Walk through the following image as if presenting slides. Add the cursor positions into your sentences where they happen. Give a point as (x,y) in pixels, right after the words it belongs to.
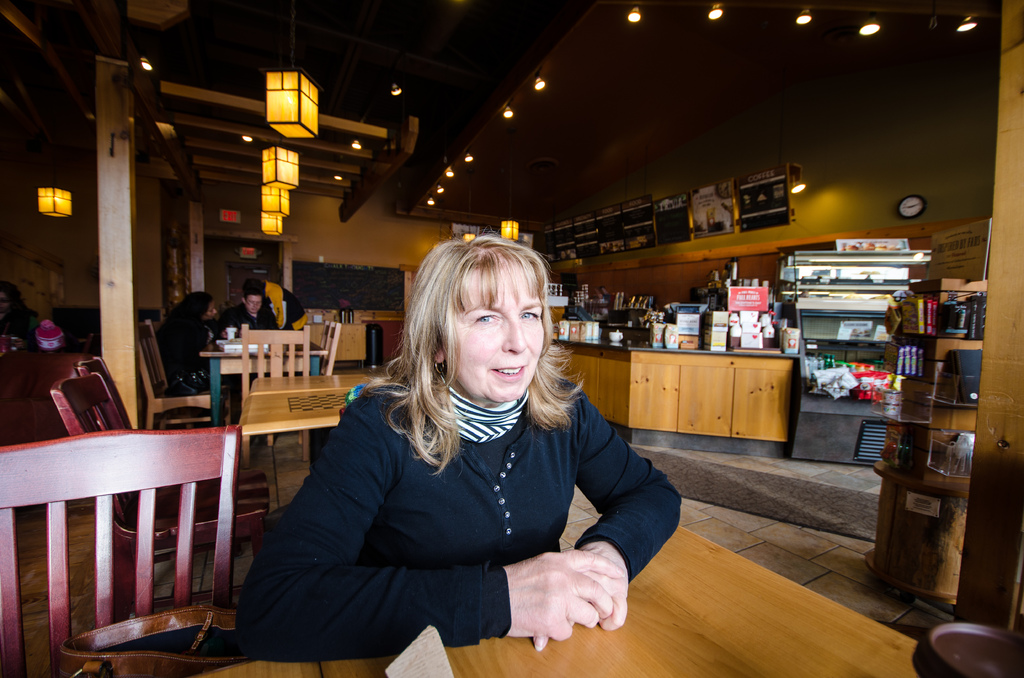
This is an indoor picture. At the top (694,91) we can see ceiling (610,90) and lights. Here we can see few boards (606,229) and this is a floor (692,479). We can see persons (429,382) sitting on chairs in front of a table (706,594). We can see a handbag (227,634) beside to this woman (359,579). We can see a clock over a wall (892,196).
